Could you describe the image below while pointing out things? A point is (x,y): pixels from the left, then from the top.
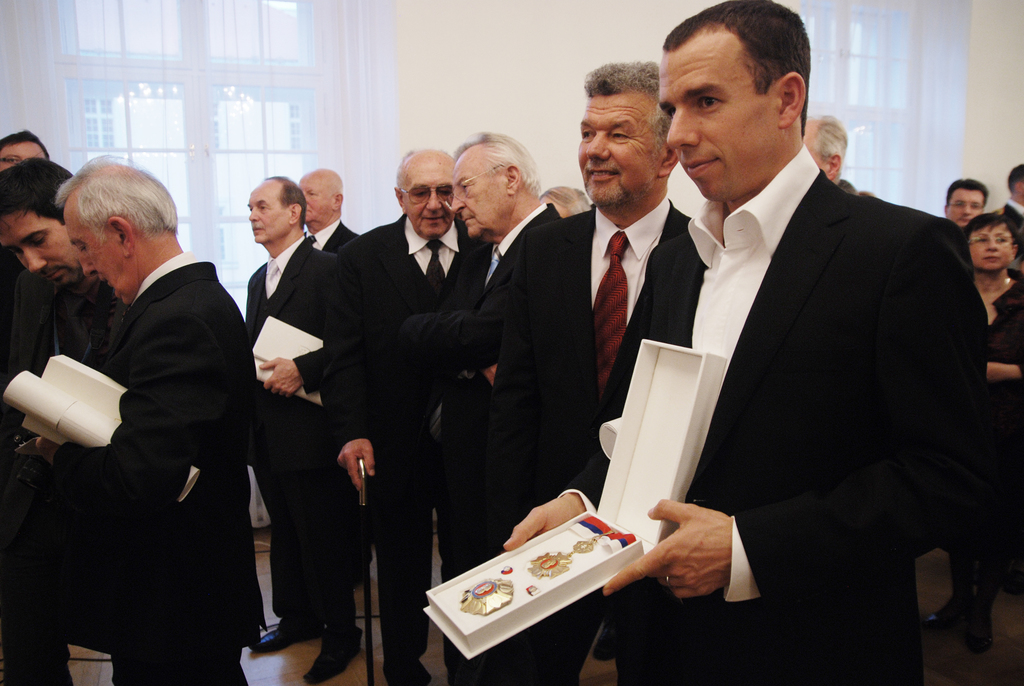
In this image there are group of people (497,492) in the middle (469,376) who are wearing the suits (463,363). On the right side (809,426) there is a person (760,502) who opened the box (588,572) with his hands (683,555). In the box (549,547) it looks like a medal (536,559). In the background (176,72) there are windows (176,72) beside the wall (600,18). On the left side (54,443) there is another person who is holding the box (114,405) and a paper (71,404).
